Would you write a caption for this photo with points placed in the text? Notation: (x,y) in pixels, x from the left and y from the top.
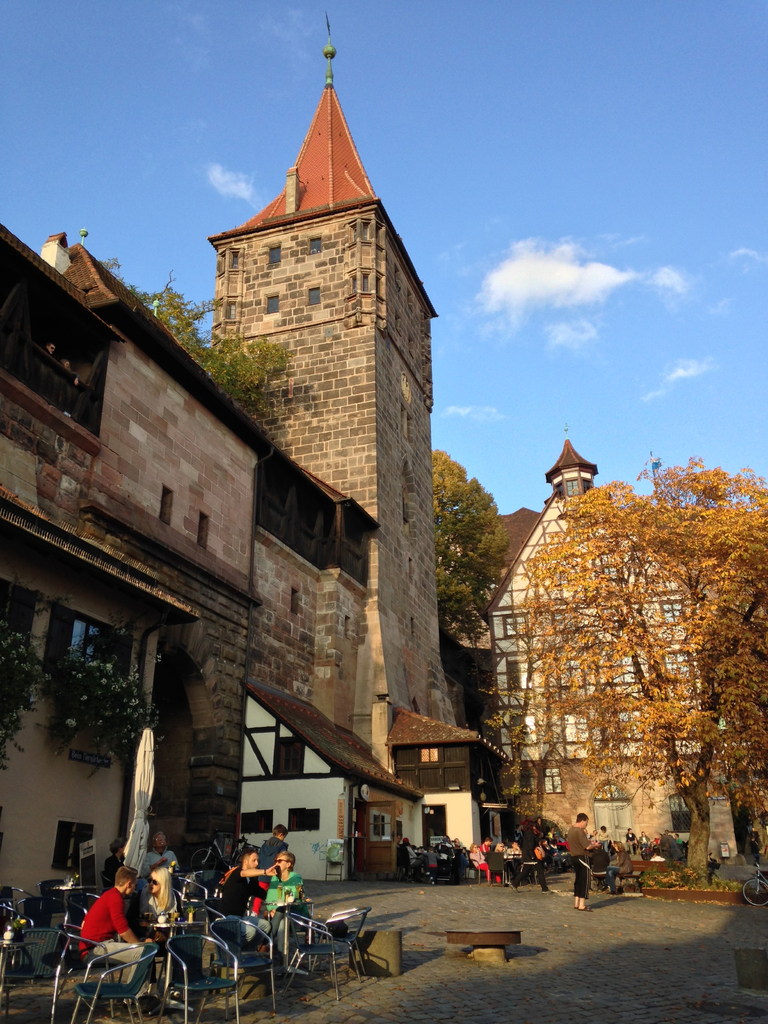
In this image, I can see the buildings (502,836) and trees (630,605). At the bottom of the image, I can see groups of people (267,886) sitting and few people (530,848) standing. On the left side of the image (92,729), there are plants (20,699) with flowers (110,705). In the background (478,340), there is the sky (508,112).
